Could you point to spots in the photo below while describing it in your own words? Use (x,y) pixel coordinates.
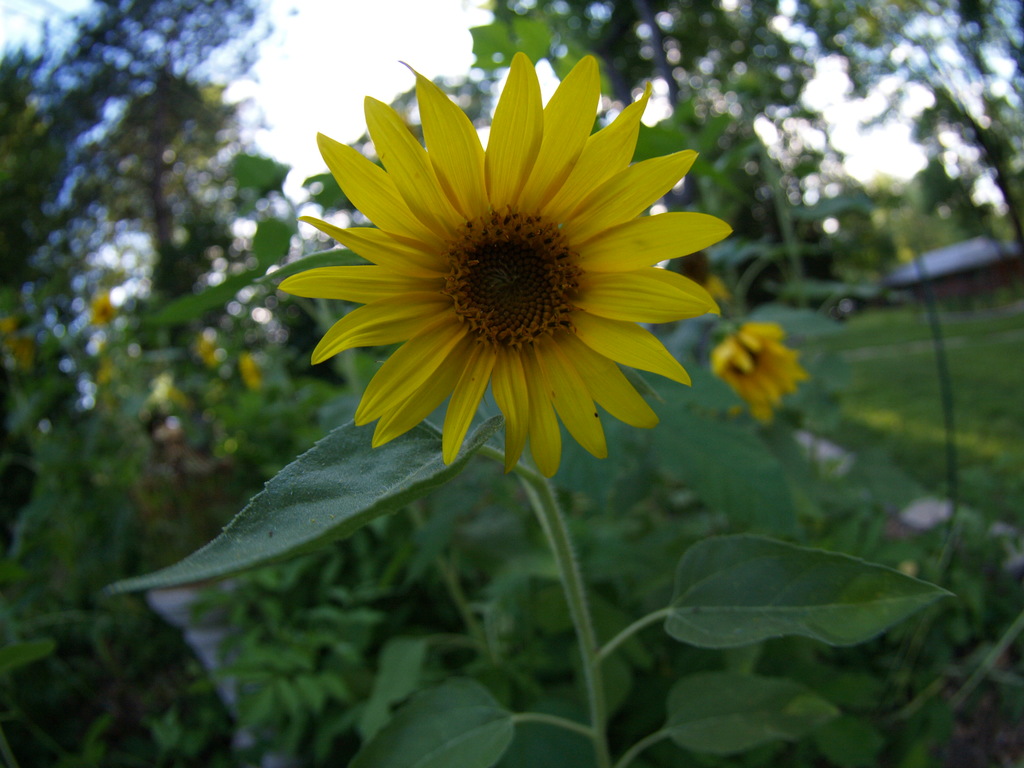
In the center of the image (589,366) we can see a sunflower (512,323). In the background (242,409) there are plants (608,425) and flowers (717,367).
